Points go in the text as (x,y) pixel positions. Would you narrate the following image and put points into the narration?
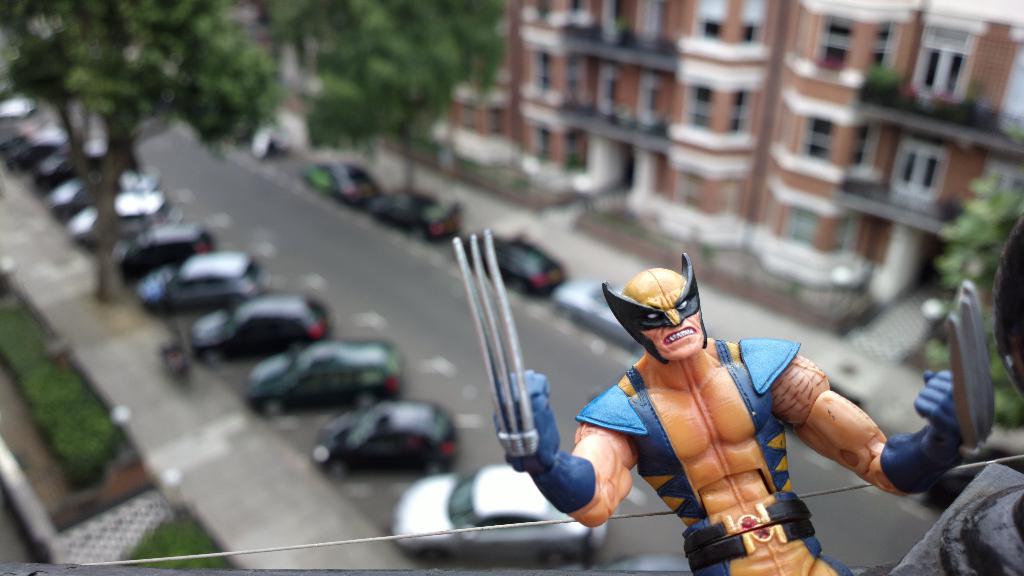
In front of the image there is a toy (752,513), behind the toy (572,503) there is a cable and a concrete structure (986,514), beneath the toy (645,461) there are a few cars (179,256) parked on the road (216,306), beside the cars (170,239) there are trees (155,87) on the pavement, behind the trees (116,68) there are lamp posts (118,425) and bushes (58,382), in the background of the image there are buildings (547,42).
